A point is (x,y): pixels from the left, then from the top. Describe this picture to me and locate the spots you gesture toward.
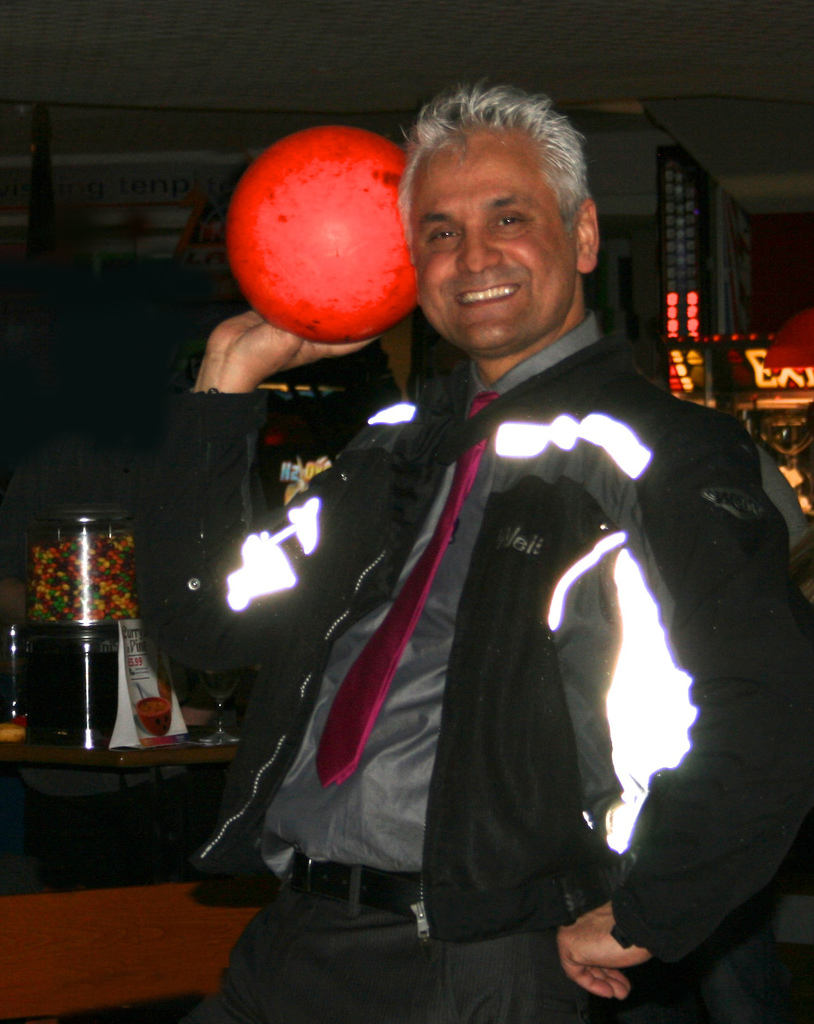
In the middle of the image (453,479) we can see a man (523,501), he is smiling and he is holding a ball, behind to him we can see a paper (124,689), glass (225,689) and other things (116,547) on the table (179,746), and also we can see few lights (680,361).
